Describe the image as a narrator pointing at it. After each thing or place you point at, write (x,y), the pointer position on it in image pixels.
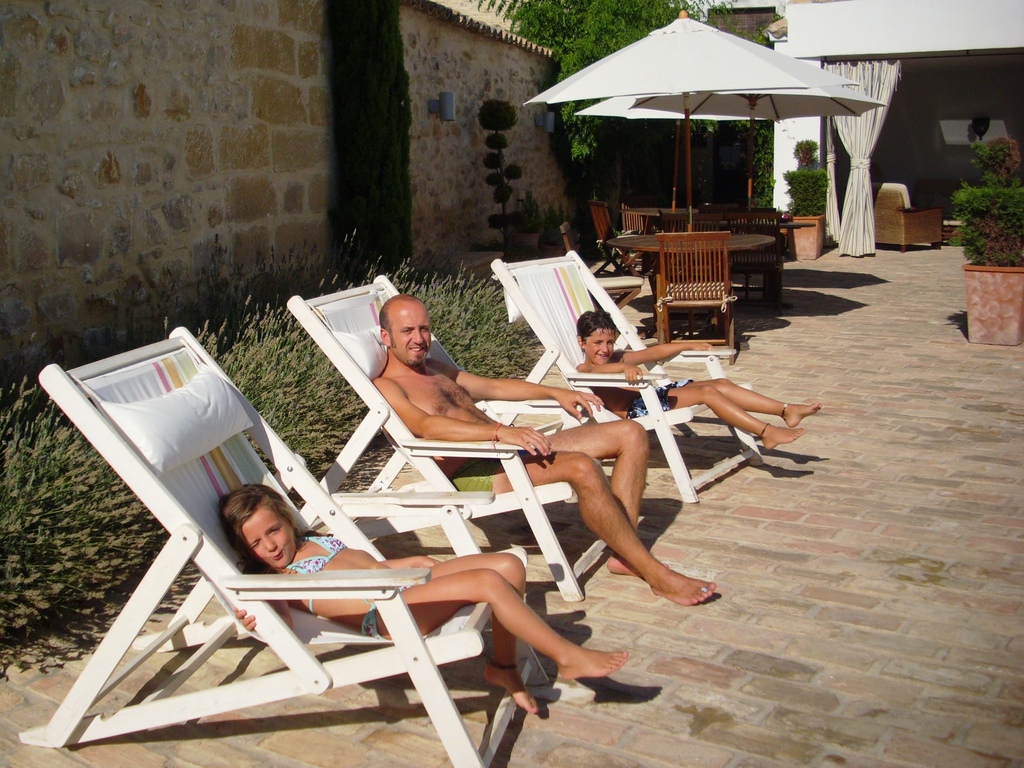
In this picture there is a man (410,308) and two children (459,574) in the center of the image (671,353) and there are tables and chairs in the background area of the image (696,211), there are plants (282,386) on the left side of the image (262,451).
